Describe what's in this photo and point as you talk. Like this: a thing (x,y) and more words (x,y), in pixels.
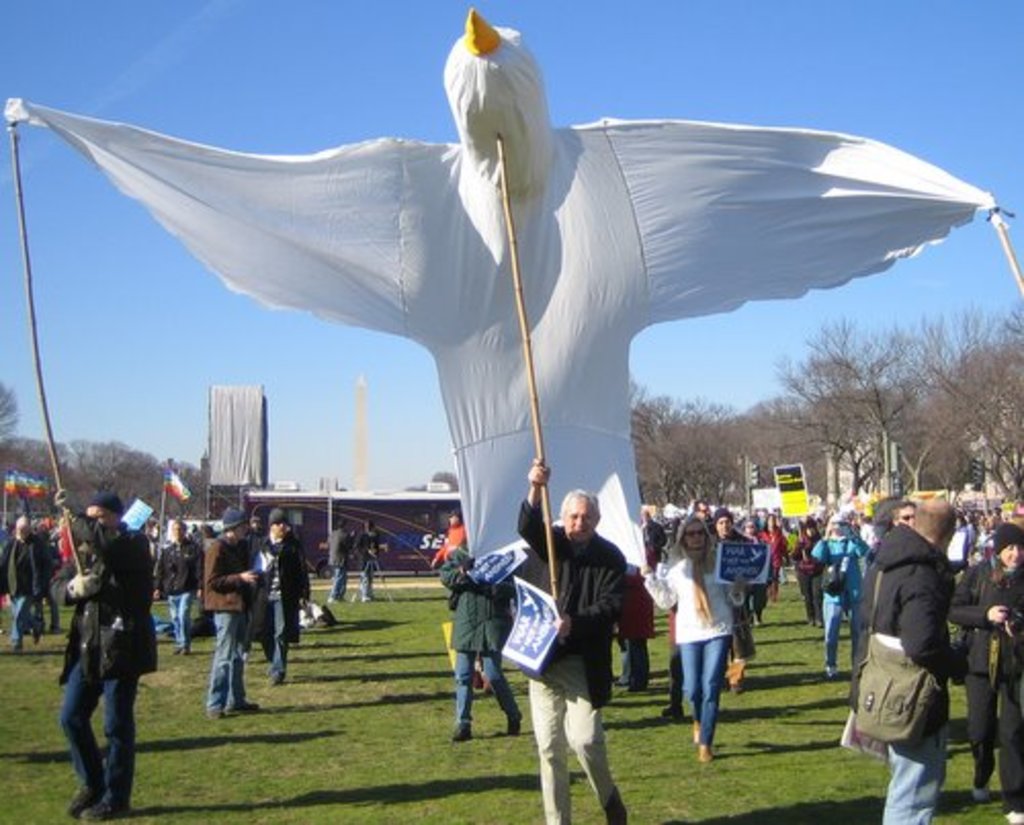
In this image we can see a few people (545,556), two of them are holding sticks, those sticks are tied to a cloth (502,290), there are some people (709,605) holding placards (730,557) with text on them, some of them are wearing bags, there are trees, tower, shed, also we can see the sky (647,92).
